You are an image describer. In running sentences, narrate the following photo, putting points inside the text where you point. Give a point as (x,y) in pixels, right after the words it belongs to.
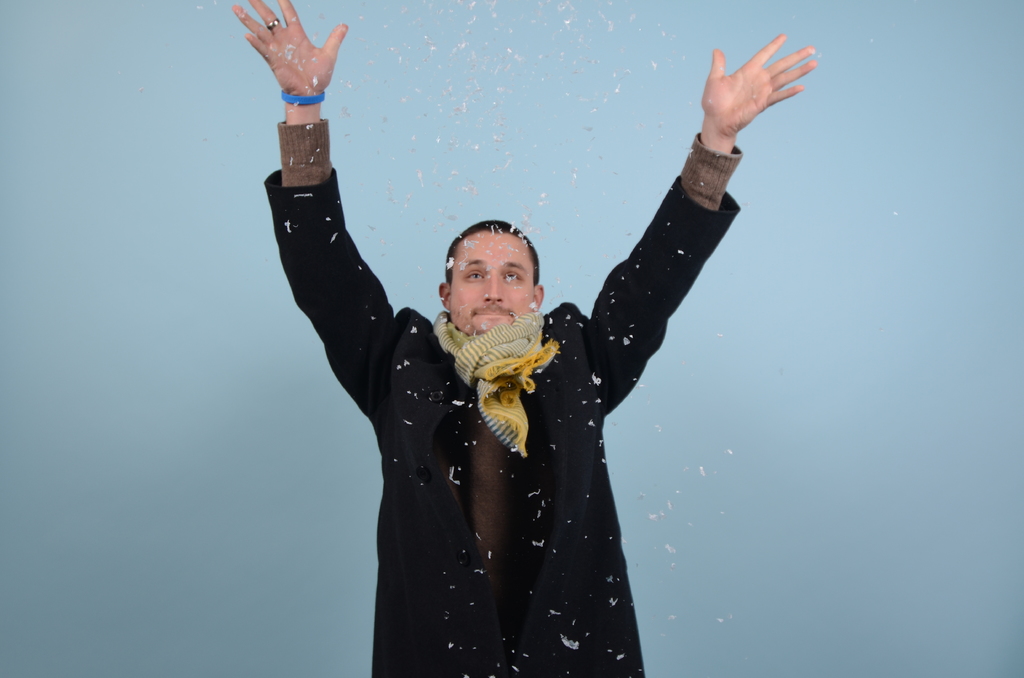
In this picture there is a man (345,34) standing and we can see small pieces of white object (463,46). In the background of the image (740,438) it is blue.
